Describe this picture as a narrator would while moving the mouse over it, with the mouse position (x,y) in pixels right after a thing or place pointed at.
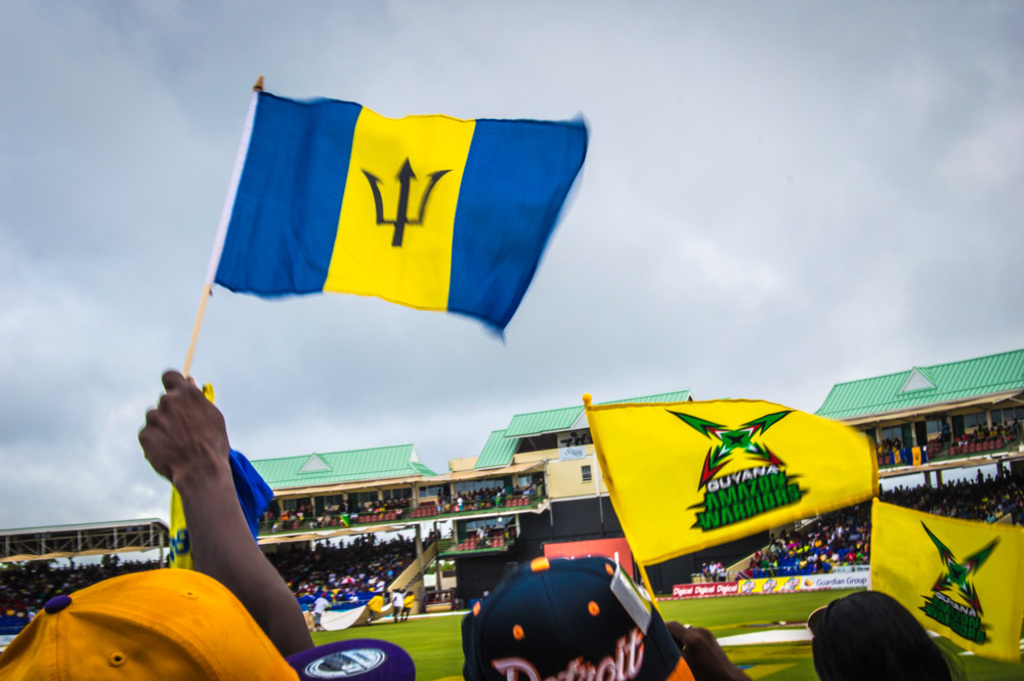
At the bottom of the image (483,663) we can see persons (467,638) holding a flags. In the background (413,565) there are persons (319,556), grass (409,631), crowd (406,547), buildings (526,437), sky (719,244) and clouds (101,101).
